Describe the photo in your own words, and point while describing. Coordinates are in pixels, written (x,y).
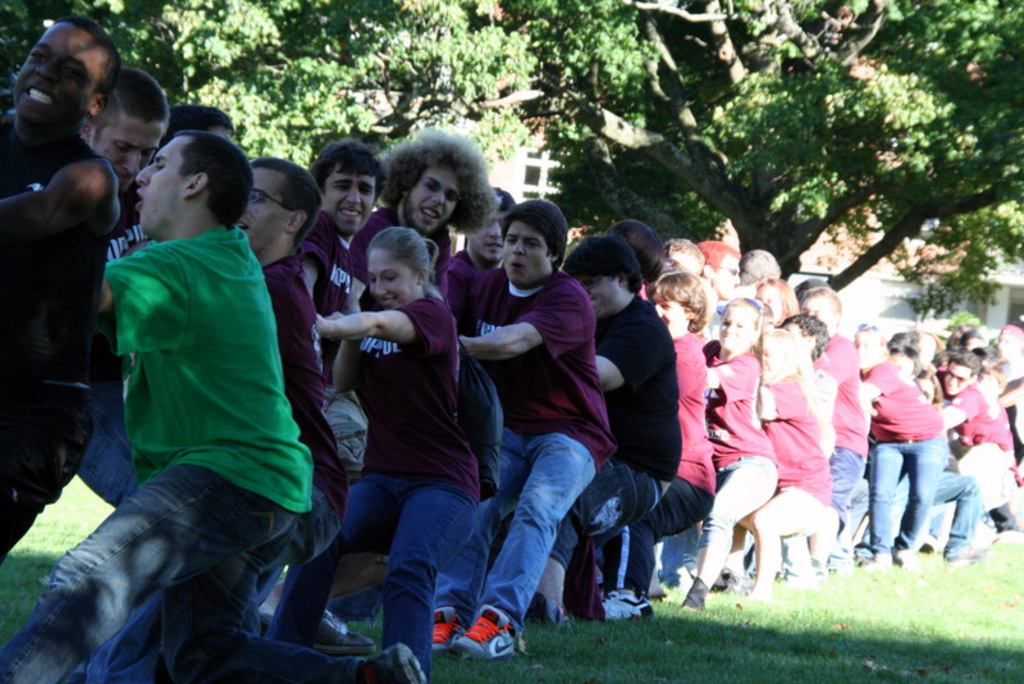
In this image we can see people (357,508) standing on the ground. In the background (709,139) there are buildings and trees (472,68).
